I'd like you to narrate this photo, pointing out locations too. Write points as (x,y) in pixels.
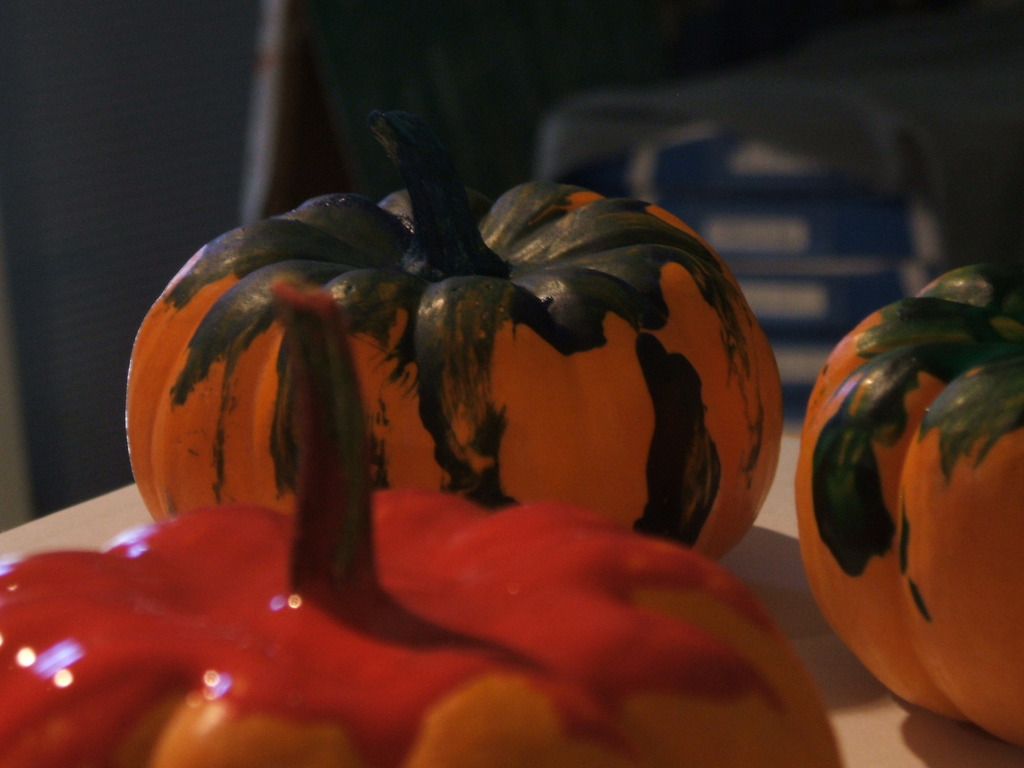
We can see pumpkins (597,683) on the table (853,695). In the background (452,33) it is blur.
